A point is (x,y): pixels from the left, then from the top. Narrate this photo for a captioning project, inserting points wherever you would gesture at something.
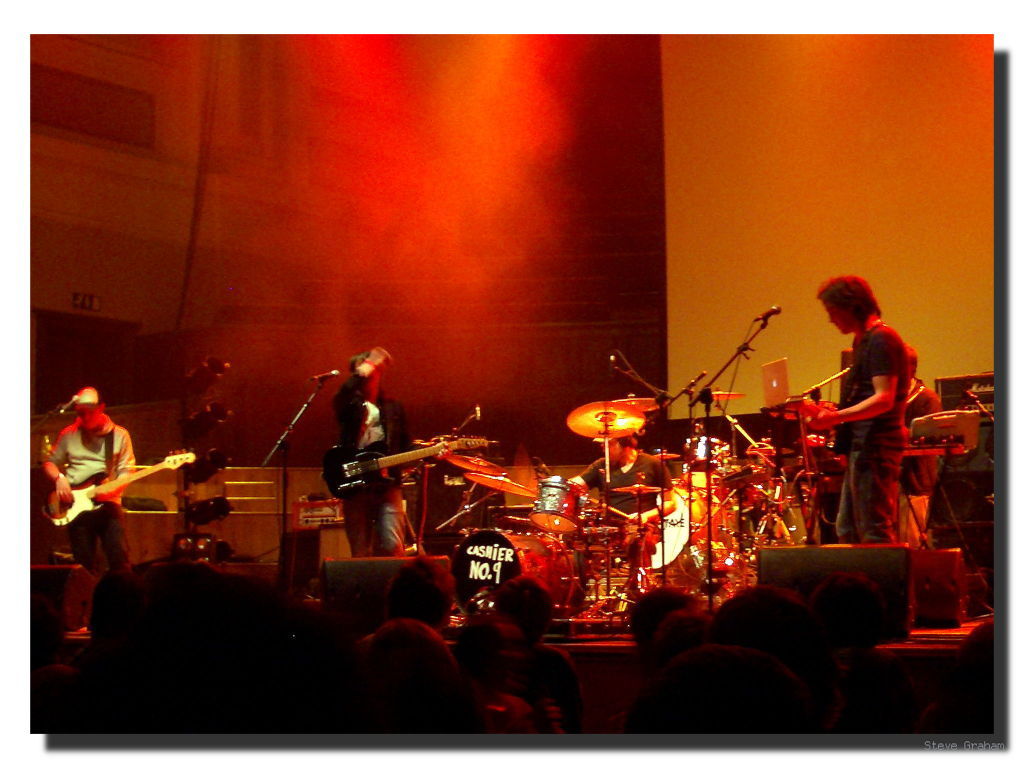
In this picture we can see three persons (376,383) standing on the floor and playing guitars (100,479). Here we can see a man (596,496) who is playing drums (547,501). These are the mikes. And there are some musical instruments (522,532). On the background (806,262) there is a wall (790,148).
